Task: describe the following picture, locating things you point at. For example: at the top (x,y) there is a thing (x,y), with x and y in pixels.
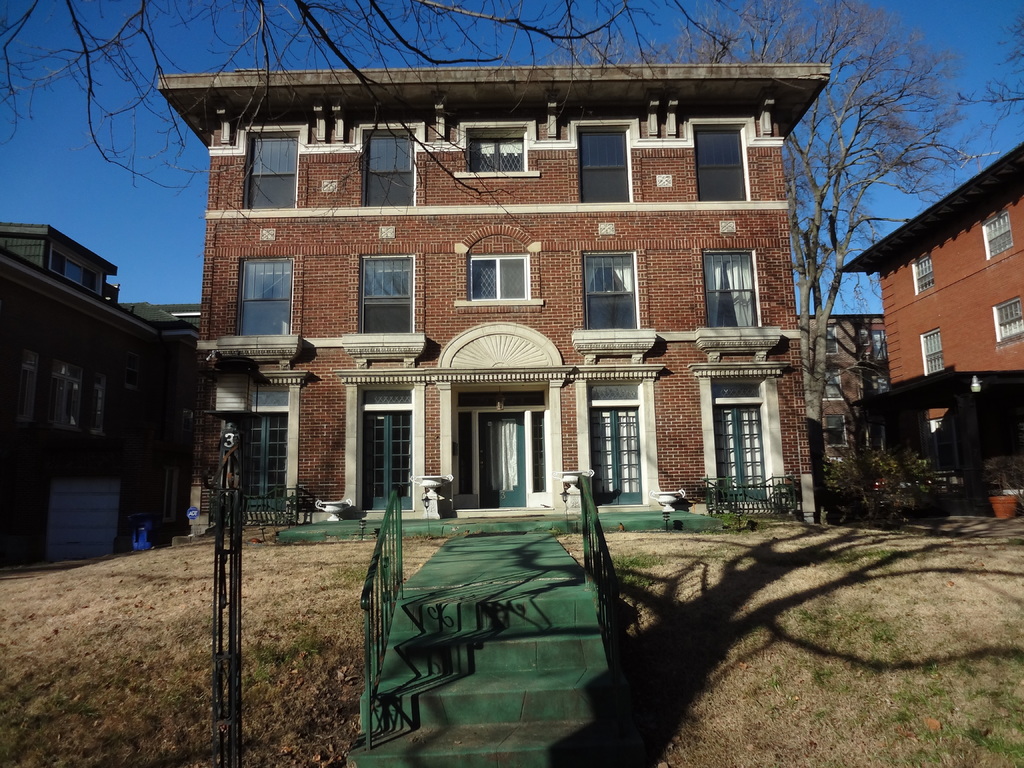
This image consists of the building (511,390). It has doors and windows (390,261). There are stairs (485,659) at the bottom (425,679). There are trees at the top (7,48). There is sky (184,43) at the top (113,69).
